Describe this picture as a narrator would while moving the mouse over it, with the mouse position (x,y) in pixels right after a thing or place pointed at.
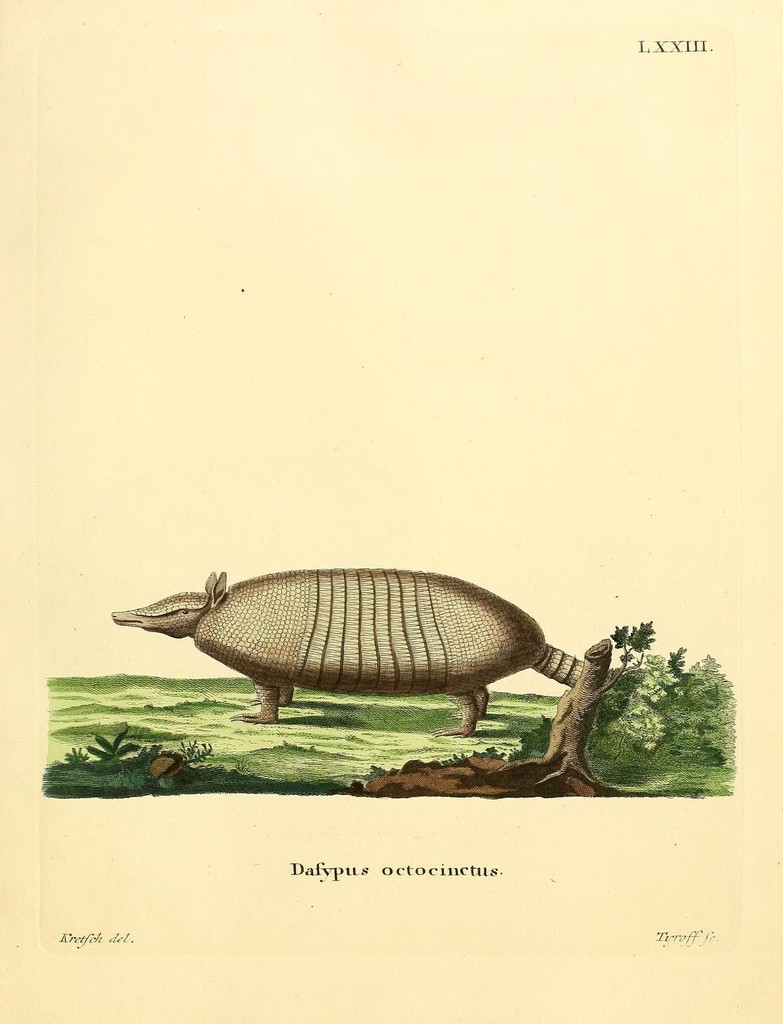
In this picture we can see an animal drawing (279,593) on a paper (474,596) and it is written something on the paper (511,702).
